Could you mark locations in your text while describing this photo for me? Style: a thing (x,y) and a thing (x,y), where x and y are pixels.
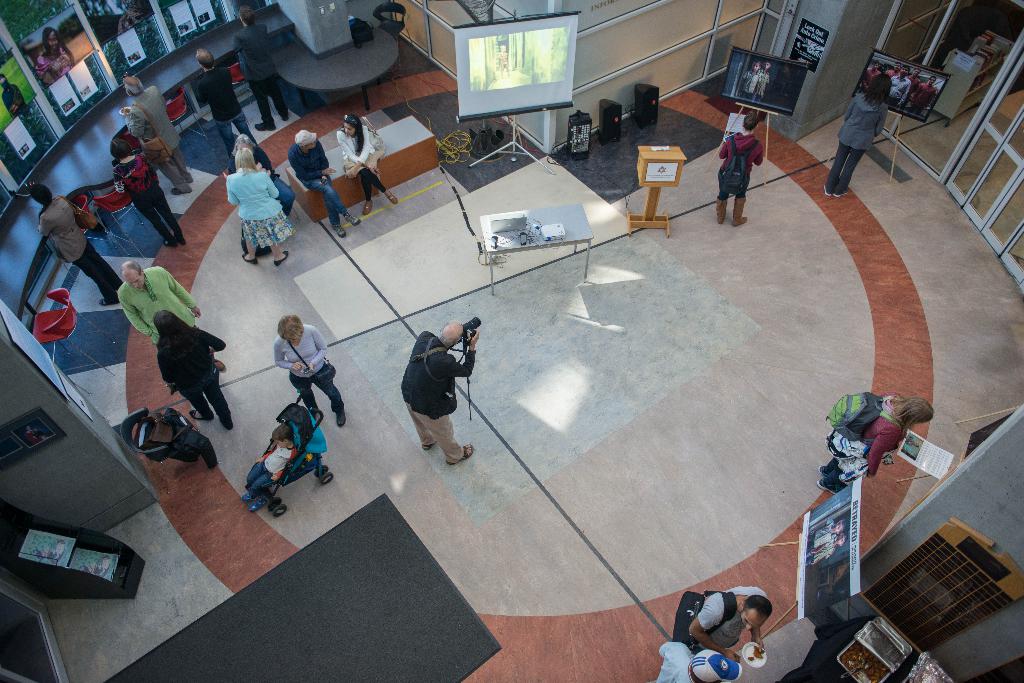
In this image I can see number of people (450,359) are standing, I can also see few of them are carrying bags (726,166) and here a man (434,342) is holding a camera (469,323). Here I can see a projector's screen (541,87) and a laptop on this table (545,245).
